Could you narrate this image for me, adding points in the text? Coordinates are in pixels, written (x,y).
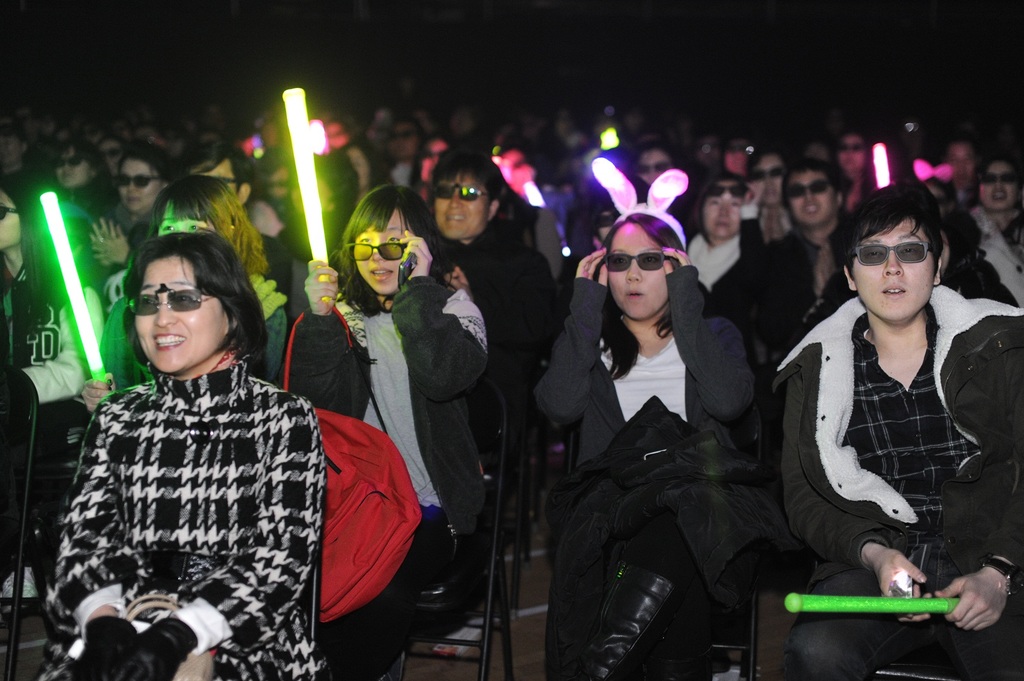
In this image there are few people (460,449) sat on their chairs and a few are holding radium lights (311,165) in their hands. The background (292,168) is dark.
